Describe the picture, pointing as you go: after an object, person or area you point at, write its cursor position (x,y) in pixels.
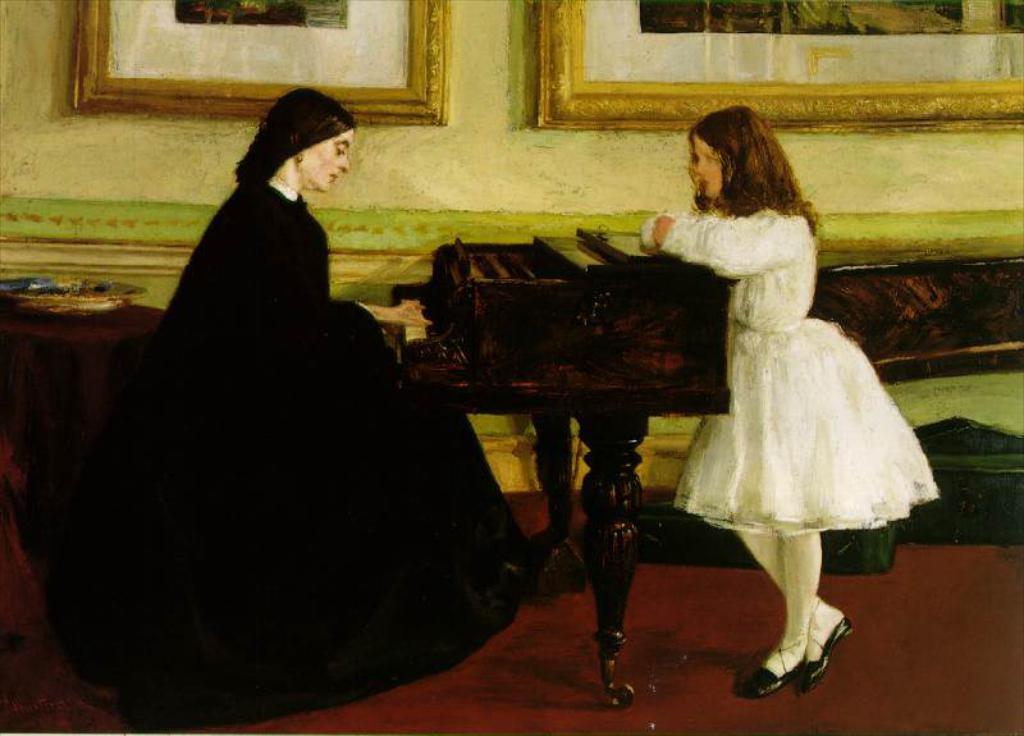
In the image we can see there is a woman (272,313) who is sitting on a chair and playing piano (532,328) and another girl (763,341) is standing in front of the piano (455,299).
